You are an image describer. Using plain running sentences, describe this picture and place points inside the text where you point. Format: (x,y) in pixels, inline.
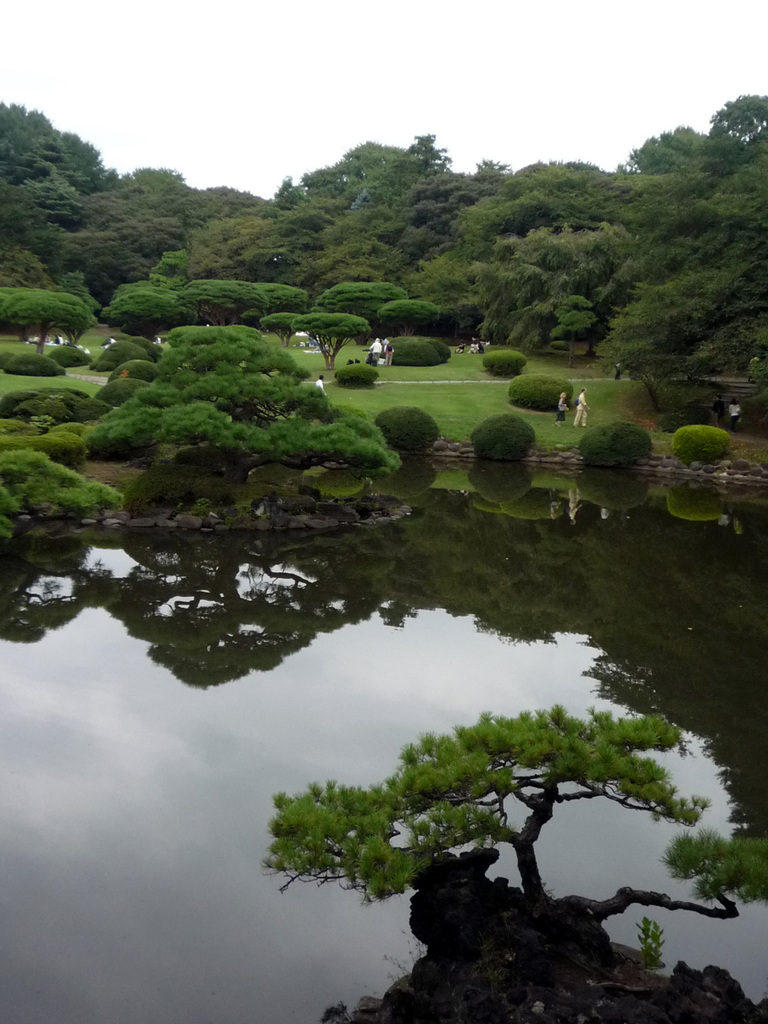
In this picture there is water (274,708) in the center of the image (485,677) and there is greenery (381,250) at the top side of the image (402,237), there are people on the grassland (300,357).
